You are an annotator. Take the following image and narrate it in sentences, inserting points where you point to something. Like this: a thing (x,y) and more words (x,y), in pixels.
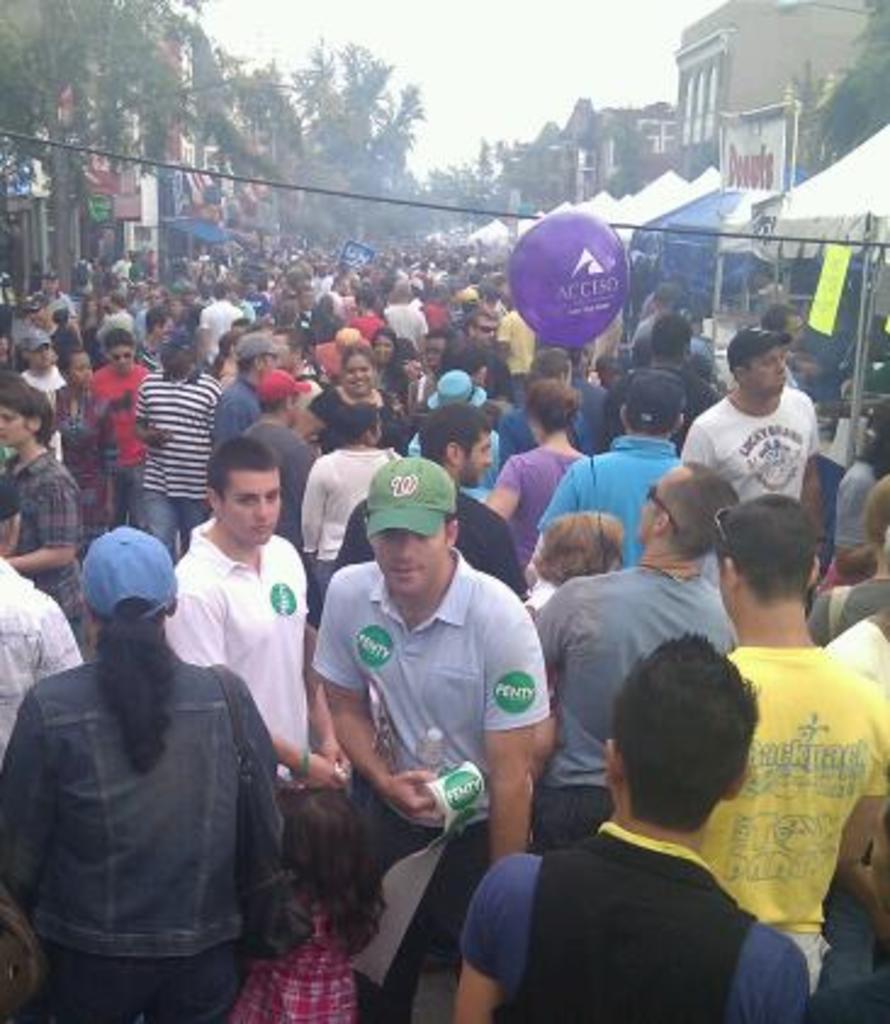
In this image there is crowd (417,603). Some of them are wearing caps (673,419). On the right (753,205) there are tents (685,211). In the background (691,150) there are buildings (719,31), trees (140,153) and sky (476,39). There is a wire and we can see a balloon (560,329).
